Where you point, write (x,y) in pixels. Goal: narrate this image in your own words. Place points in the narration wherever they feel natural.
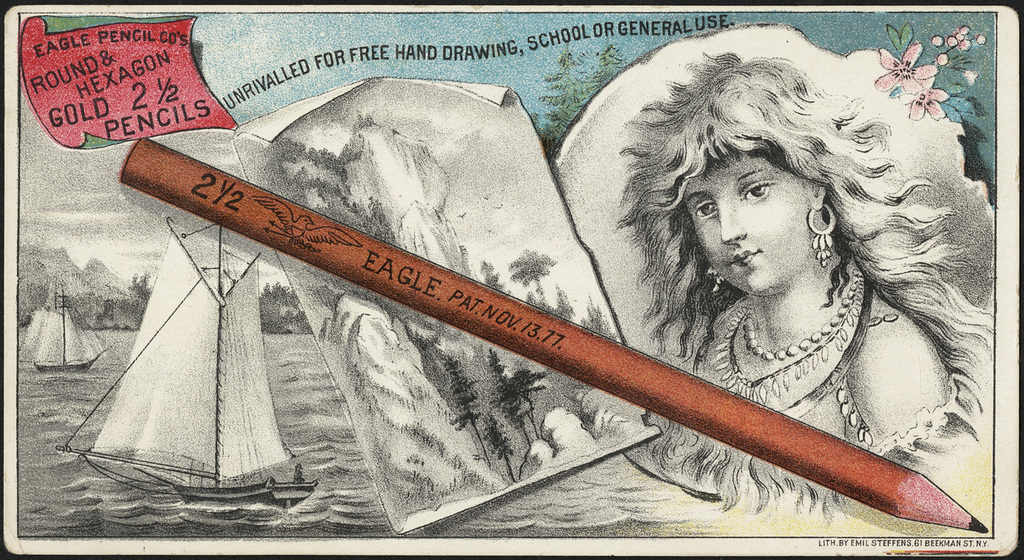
In this image there is a painting (609,276), in the painting (544,302) there are boats (30,325) in the water (54,402), sketch of a woman (780,191), flower (923,69), trees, text (170,88), a pencil (340,224) with some text (525,334) on it and mountains (391,303). At the bottom of the image (879,541) there is some text (842,542).
